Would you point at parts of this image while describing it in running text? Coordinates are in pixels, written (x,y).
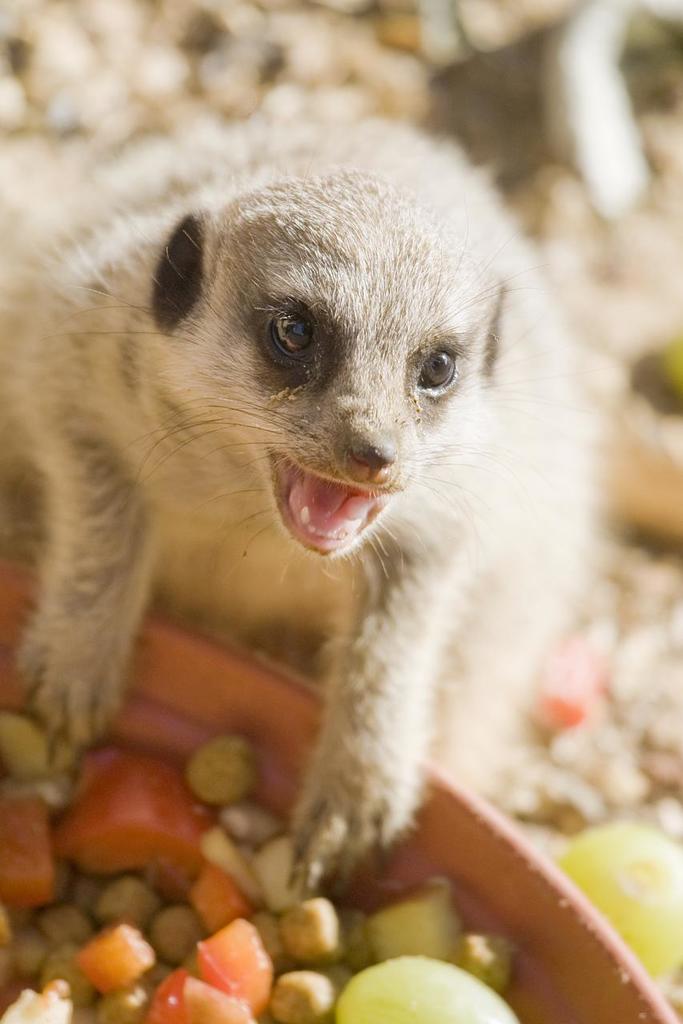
In the image we can see there is an animal (412,520) sitting on the ground (156,97). There are fruits (121,975) cut into pieces (227,923) and kept in a bowl (347,917). Background of the image (383,35) is blurred.
